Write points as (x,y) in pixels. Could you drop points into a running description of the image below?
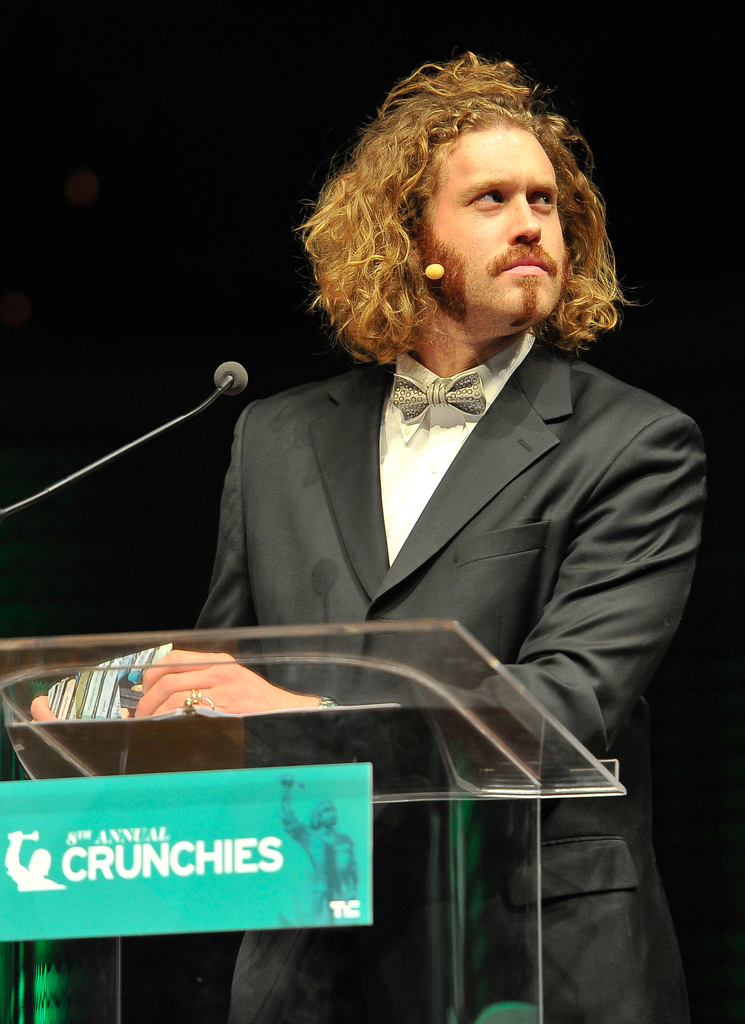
In the picture I can see a person (484,611) wearing blazer (471,589) is standing near the podium (372,967) where mic (21,500) is placed on it. Here we can see green color board (137,910) on which something is written is fixed to the podium (292,670). The background of the image (8,44) is dark.
